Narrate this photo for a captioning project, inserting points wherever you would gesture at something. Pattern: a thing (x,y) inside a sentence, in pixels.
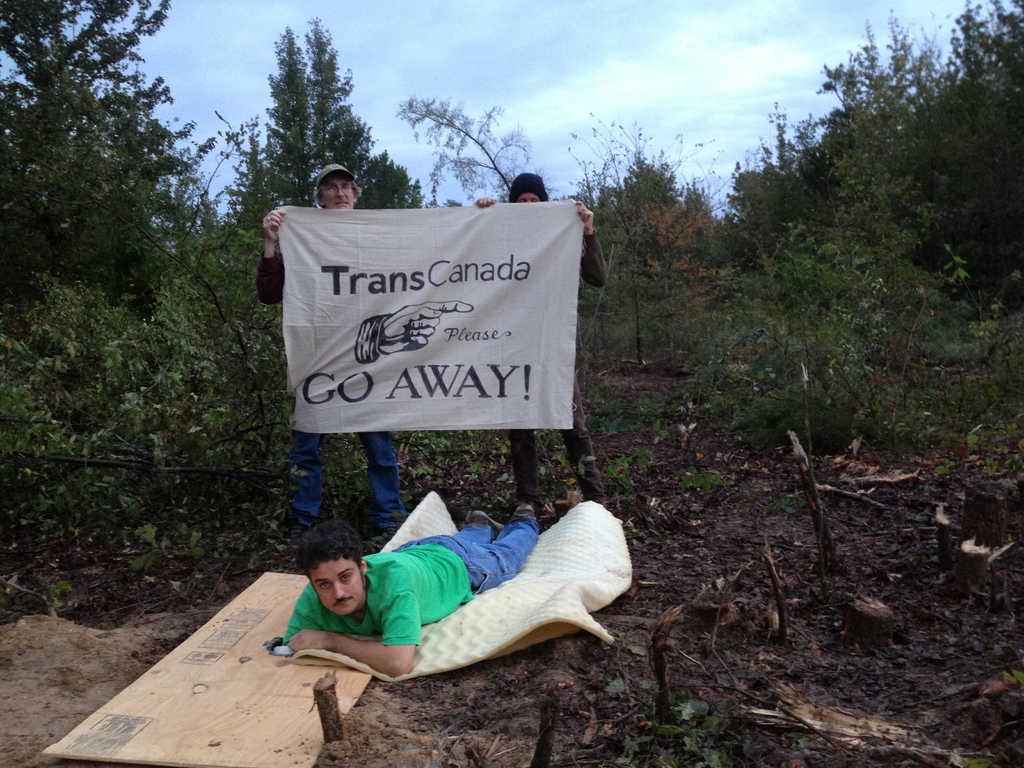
In this image we can see some people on the ground (452,459). Two men (307,468) are holding a banner (491,348) with some text (498,375). One man (508,563) is lying on the surface (341,661). In the foreground (293,668) we can see a wooden board (308,668) placed on the ground (961,515), we can also see some plants (51,527). In the background (957,305), we can see group of plants (690,225) and the sky (743,73).
